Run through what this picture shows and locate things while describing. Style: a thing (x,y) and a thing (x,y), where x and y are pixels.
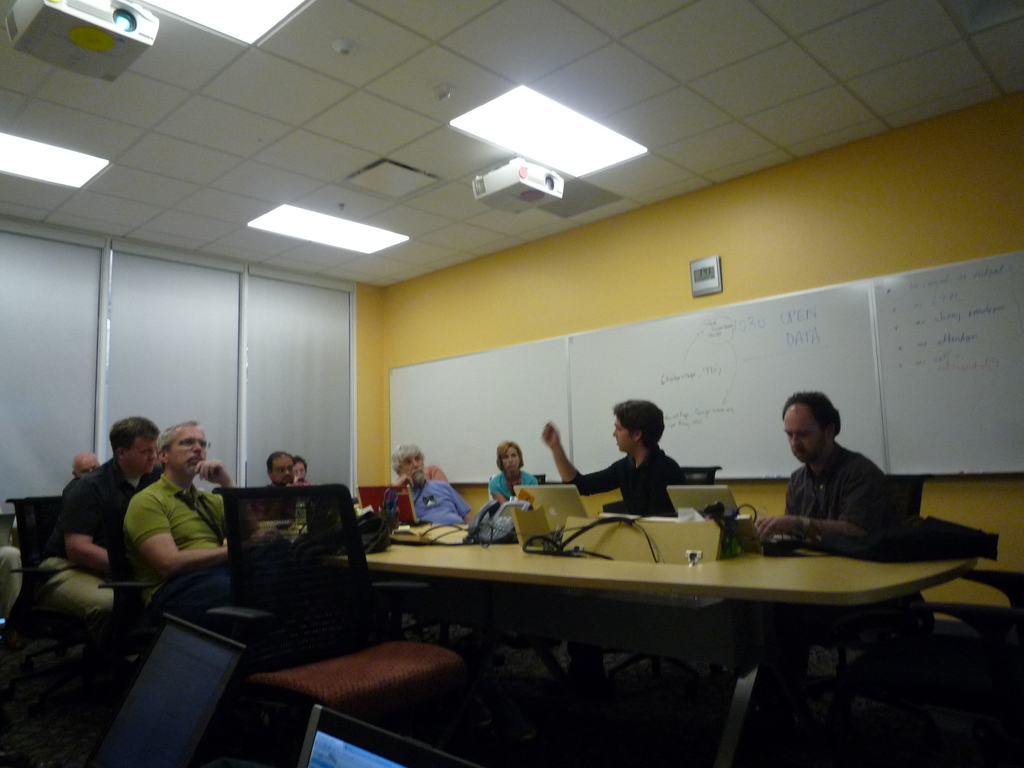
people (152,490) are sitting on the chairs (278,539) operating laptops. behind them at the right (889,345) there are white boards (557,350). at the top (504,206) there is projector (531,181) and lights (522,144).
